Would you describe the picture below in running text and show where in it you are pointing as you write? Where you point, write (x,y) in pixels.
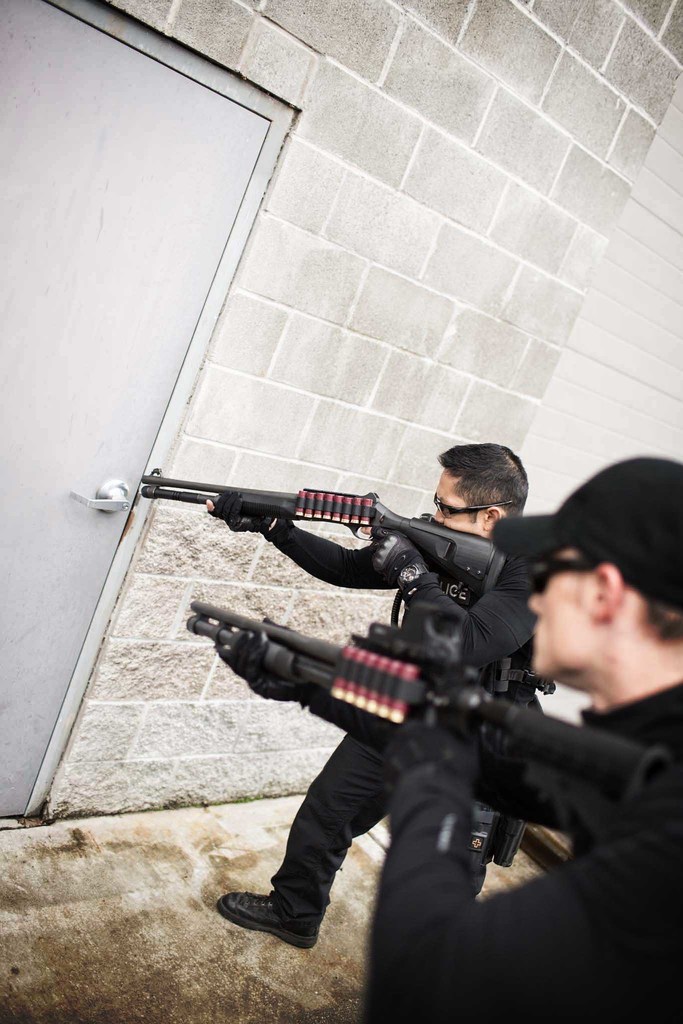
On the right side of the image (507,703) there are two men (469,591) standing and holding guns (360,694) in their hands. And there is a man (572,582) with a cap (638,579) on his head (605,582). In front of them there is a wall (455,125) with a door (92,353).
